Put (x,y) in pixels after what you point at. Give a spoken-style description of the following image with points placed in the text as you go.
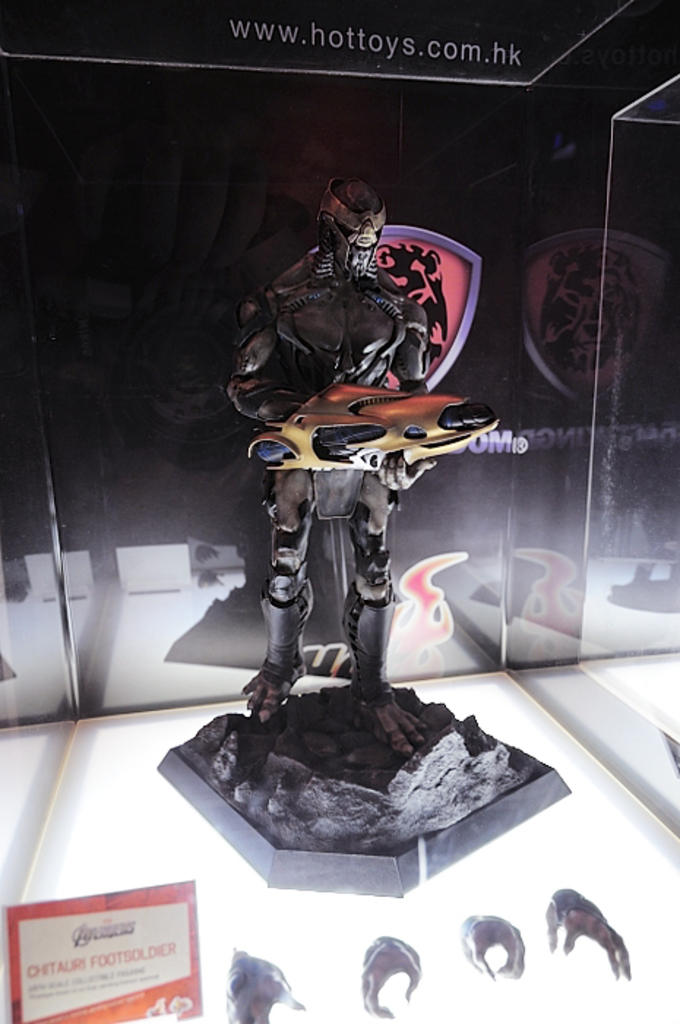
In this picture we can see a statue (351,204) of a person (322,372) holding a object (365,409) with hands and in front of this statue (287,305) we can see a board (144,895) and some objects (251,965).
